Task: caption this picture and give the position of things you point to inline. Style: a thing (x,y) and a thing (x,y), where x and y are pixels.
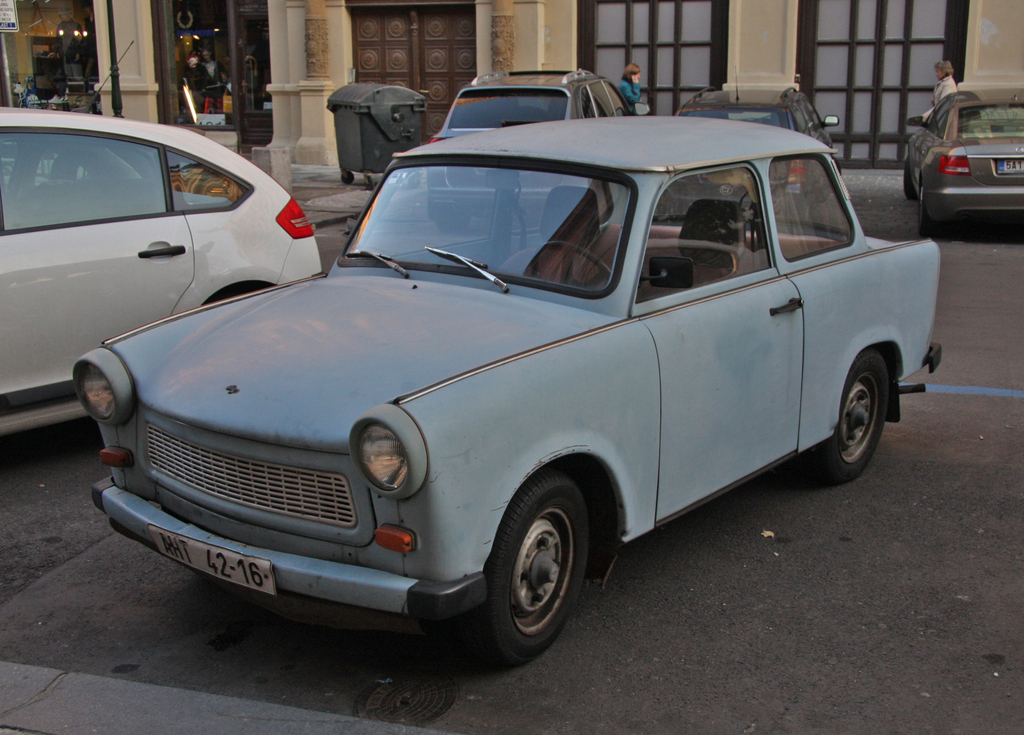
In this image we can see few cars (619,186) on the road (908,231), a trash bin (368,123), two persons (631,67) standing near the cars (712,117) and a building (382,41) in the background (780,65).
